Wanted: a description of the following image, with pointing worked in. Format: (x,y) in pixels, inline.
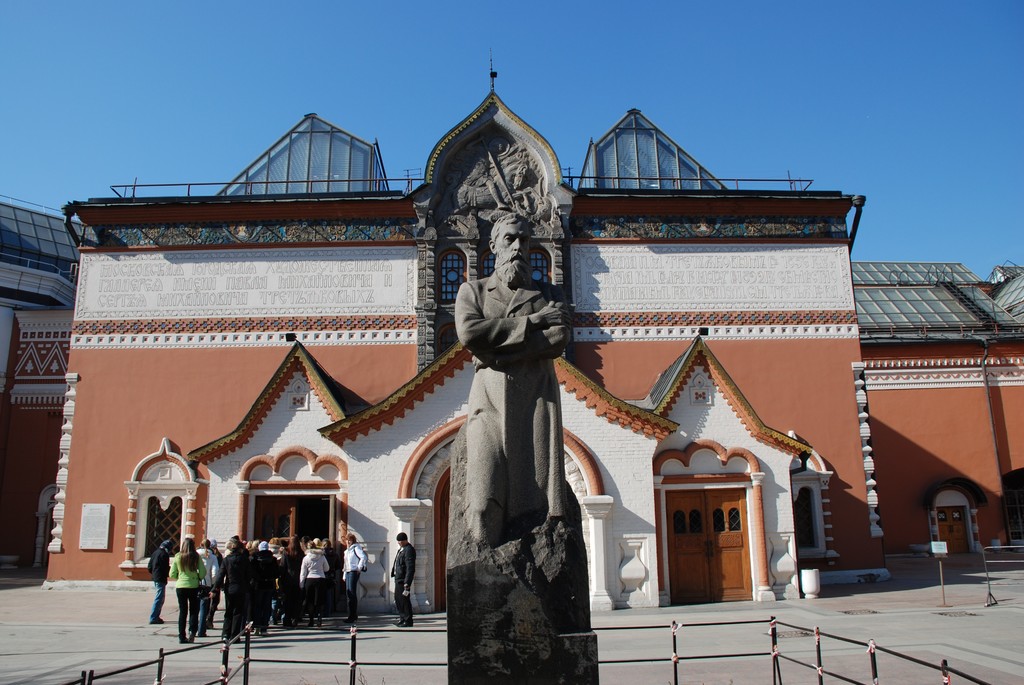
We are looking at the statue (531,328) at the forefront and some people (410,587) are standing at the back (357,552).
